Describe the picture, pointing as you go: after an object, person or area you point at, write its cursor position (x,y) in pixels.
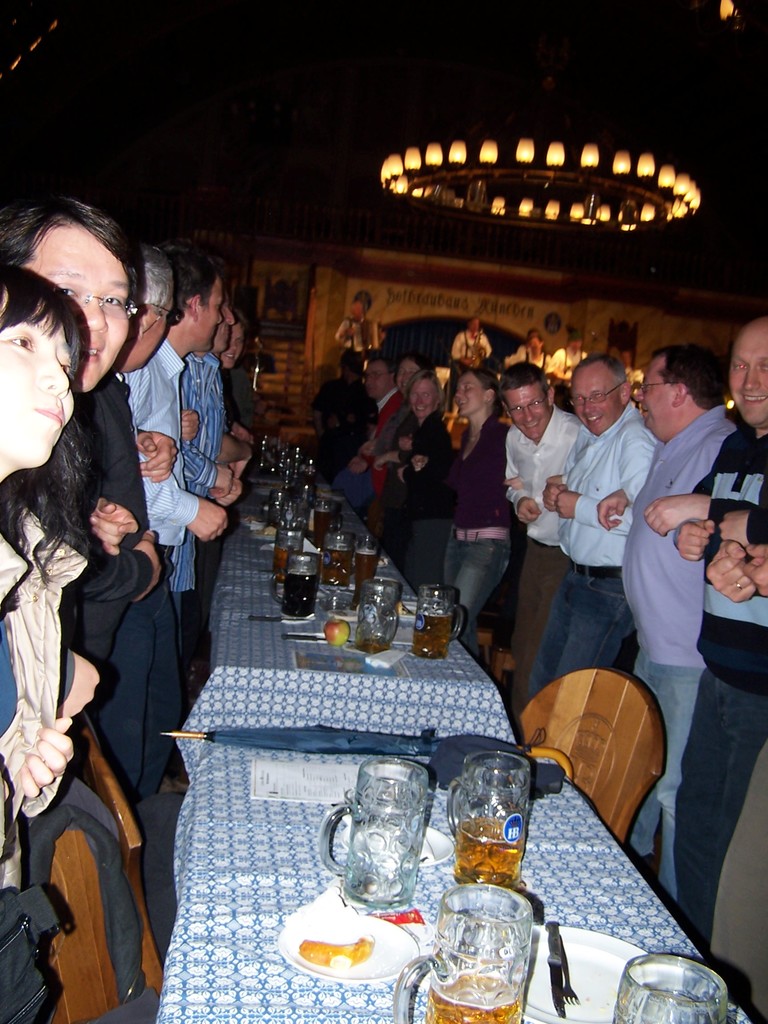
In this image we can see chairs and tables (220,967). On the tables (423,764) we can see cloths (397,691), glasses (459,848), plates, fork (567,980), umbrella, paper (285,792), fruit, food (337,953), and other objects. Here we can see people (688,606) are standing on the floor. There is a dark background and we can see people (531,352), lights (537,174), and other objects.
